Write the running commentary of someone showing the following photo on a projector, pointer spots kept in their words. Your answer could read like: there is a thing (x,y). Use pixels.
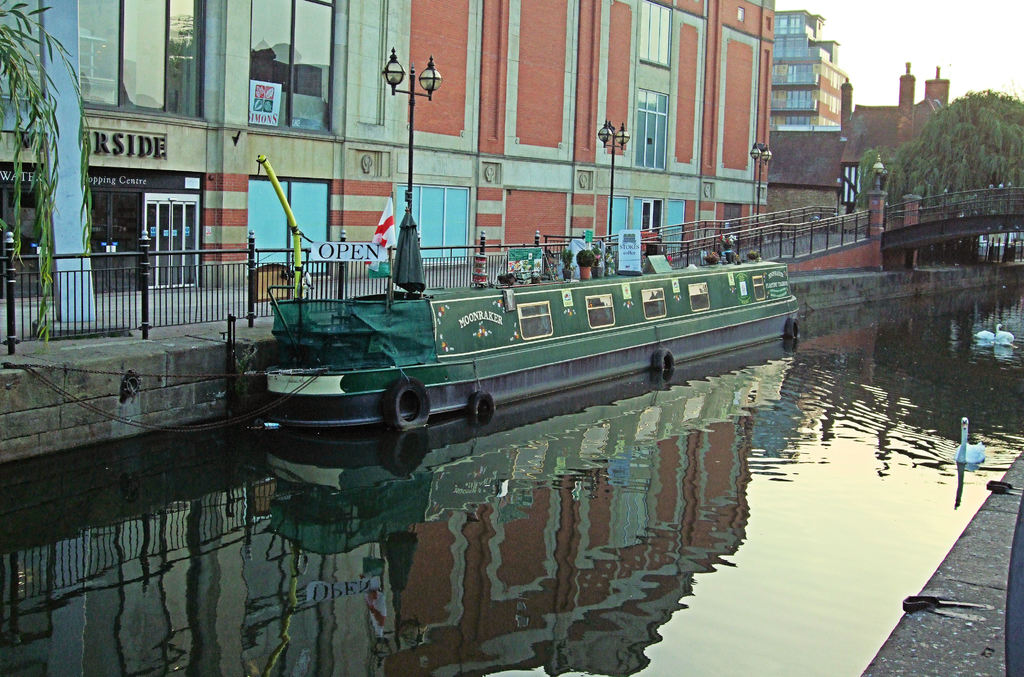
In this image I can see the water (625,511), a boat (494,405) which is black and green color on the surface (619,423) of the water (559,396) and few animals (963,429). In the background (97,289) I can see the railing (143,270), few buildings (587,88), few poles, few trees (903,153) and the sky (962,67).
